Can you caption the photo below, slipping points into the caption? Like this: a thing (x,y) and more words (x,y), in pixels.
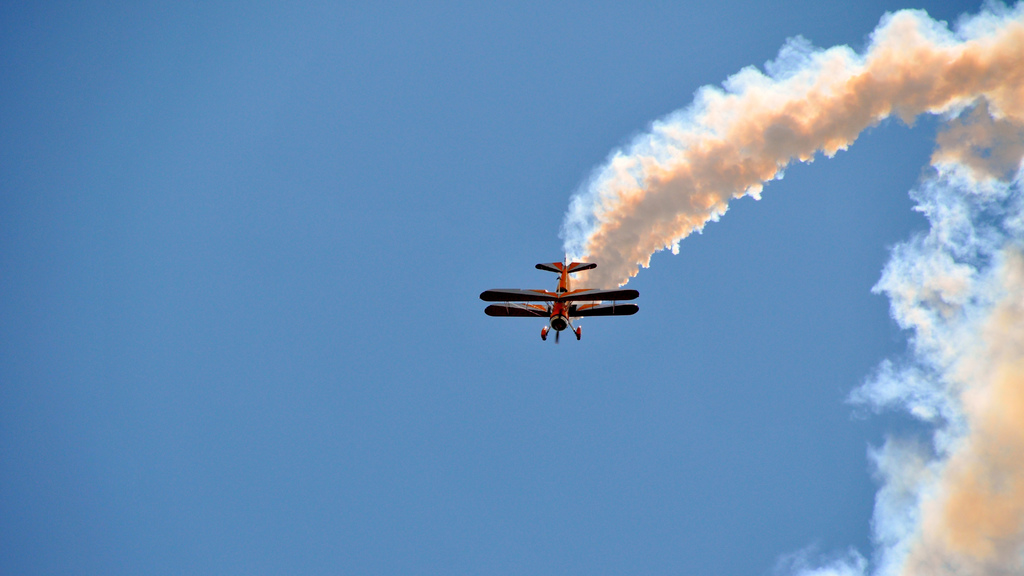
In this picture, I can see a sky (831,469), smoke (918,366) an aeroplane (618,295).
